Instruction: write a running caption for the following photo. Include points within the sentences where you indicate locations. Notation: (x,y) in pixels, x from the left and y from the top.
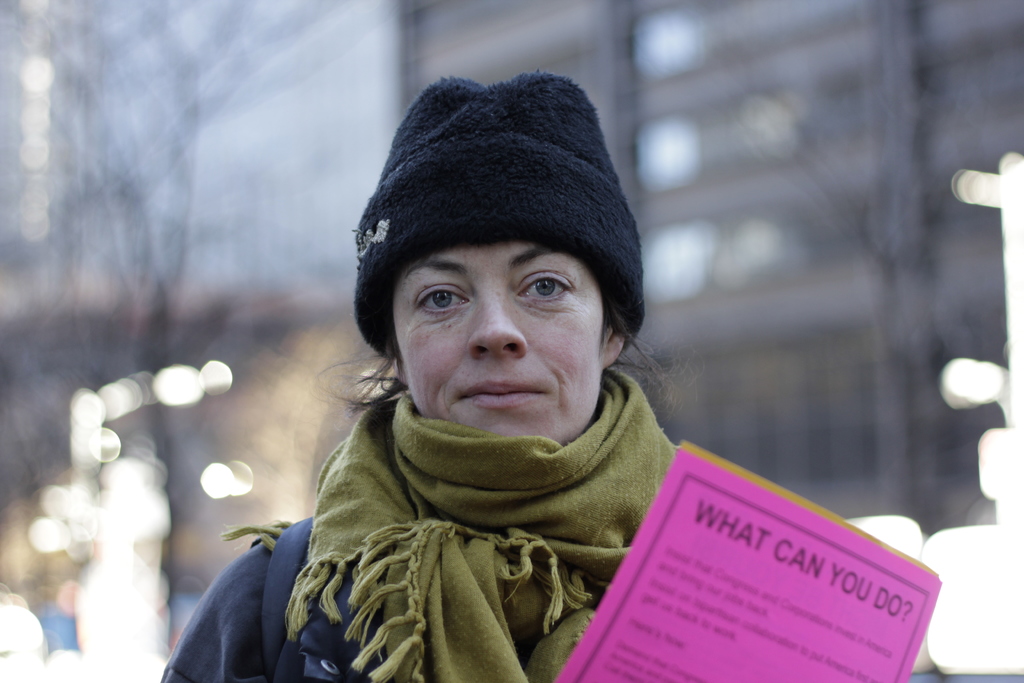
In this picture I can observe a woman (427,548) in the middle of the picture (529,237). She is wearing black color cap (493,225) on her head (493,225). In the bottom of the picture (671,546) I can observe pink color paper (665,597). The background (86,123) is completely blurred.
